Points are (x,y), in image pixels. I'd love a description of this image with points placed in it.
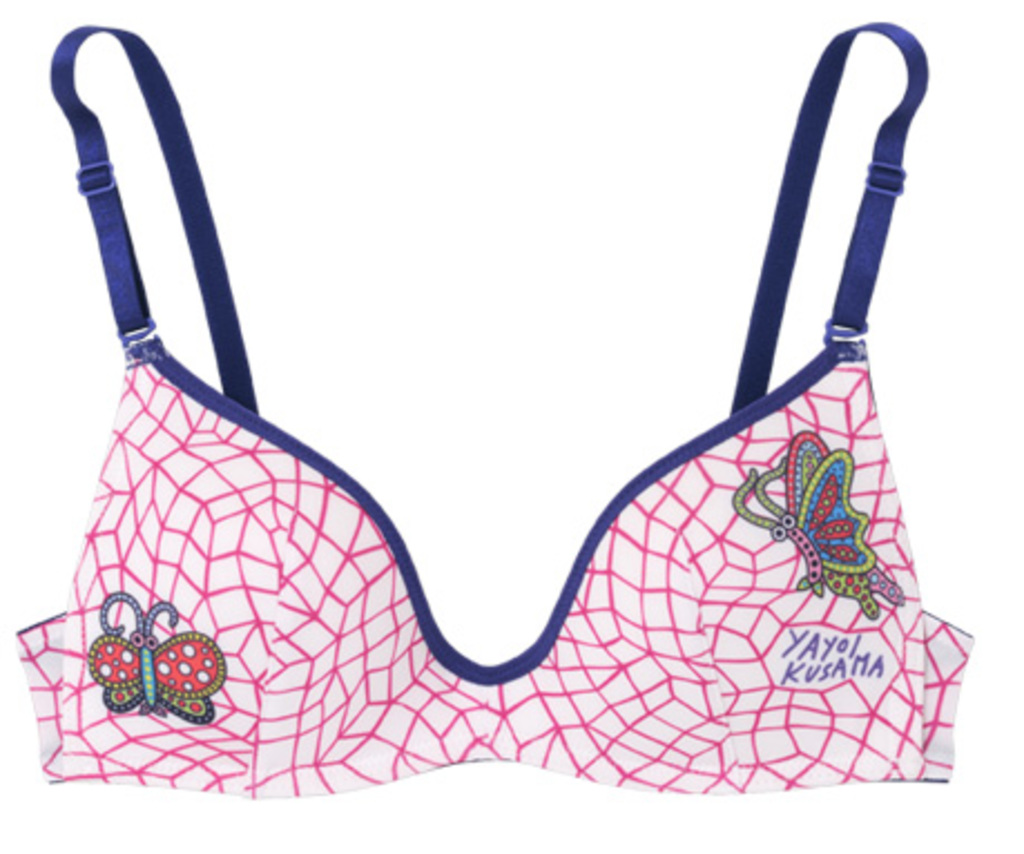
In the picture I can see clothes (421,720) on which there is a design (172,706) and something written on it. The background of the image (416,184) is white in color.
